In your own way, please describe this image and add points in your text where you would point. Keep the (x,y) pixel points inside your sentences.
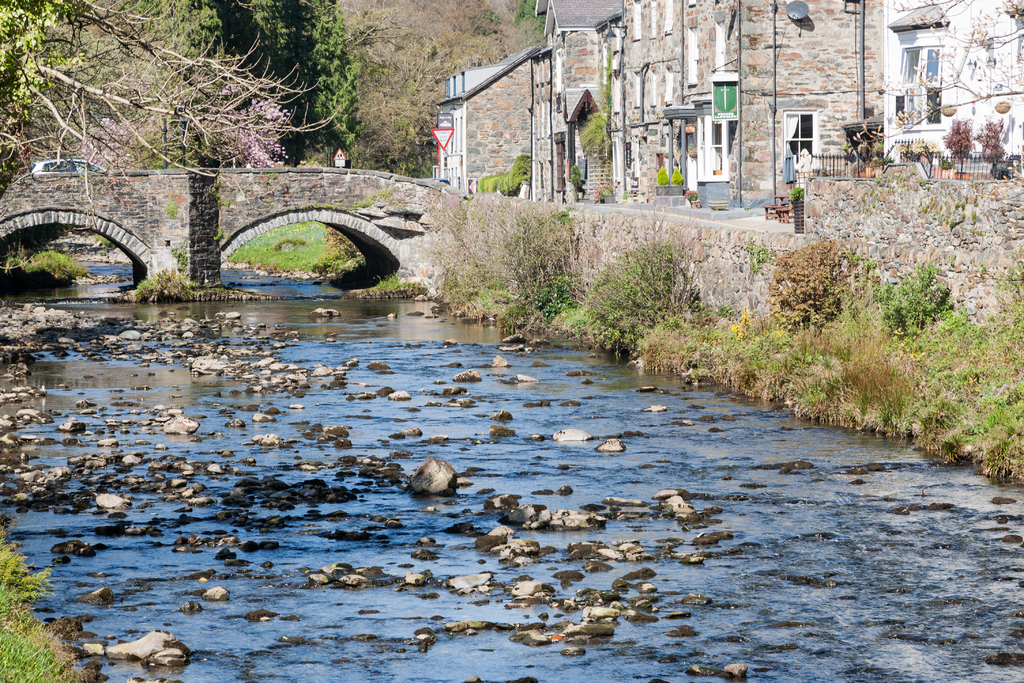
At the bottom of the picture (367,556), we see water (367,556) and stones (424,472). This water (443,655) might be in the canal (252,469). In the left bottom (30,625), we see the grass (31,671). In the middle of the picture (414,251), we see the arch bridge (222,204) and the car (44,170) is moving on the bridge (116,194). On the right side (895,347), we see the shrubs (918,308) and a wall (897,276) which is made up of stones (714,272). Behind that, we see the railing (858,158) and a building (931,52). There are building (567,169), shrubs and poles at the top (777,112). There are trees (256,123) in the background (237,123).
